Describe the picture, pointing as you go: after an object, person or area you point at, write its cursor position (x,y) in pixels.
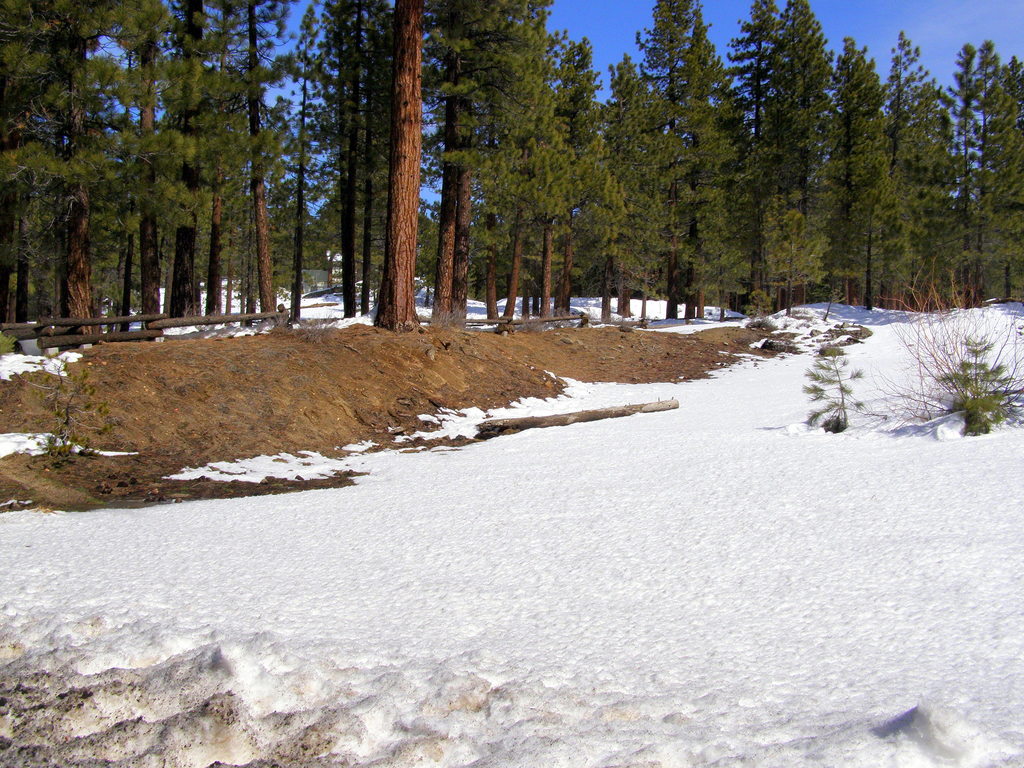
In this image at the bottom (280,598) there is snow (488,487) and sand (550,348), in the background (597,161) there are some trees (703,253) and also i can see some plants (63,445). At the top of the image (617,20) there is sky (841,22).
